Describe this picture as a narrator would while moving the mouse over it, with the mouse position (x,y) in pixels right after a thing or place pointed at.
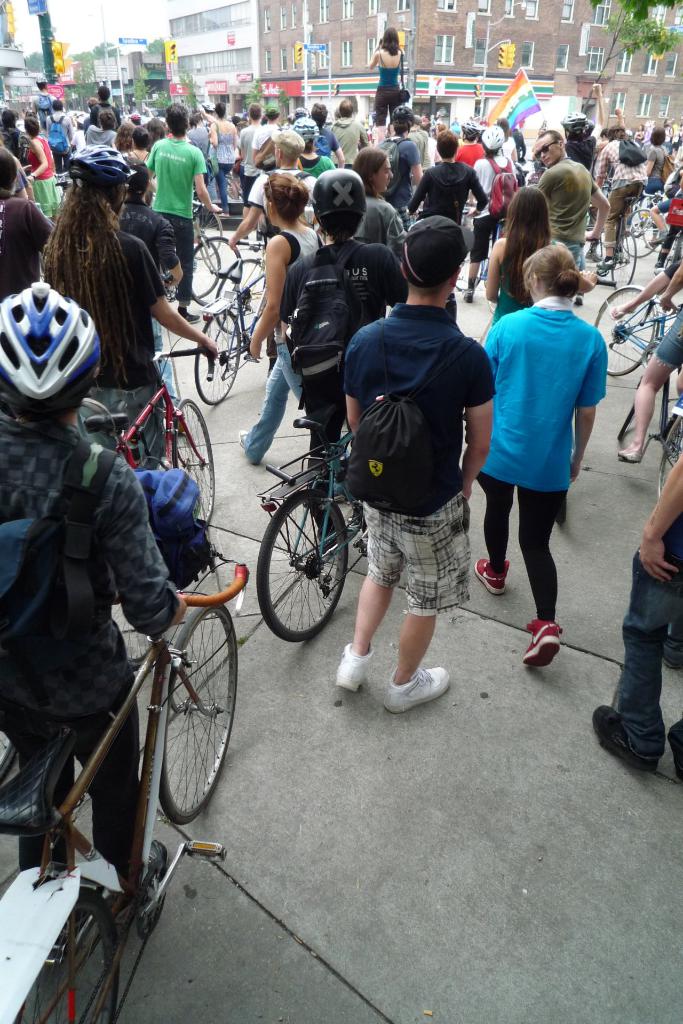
This is a picture taken in the outdoors. It is cloudy. There are group of people (188,185) holding their bicycles (209,464) on the road (353,757). In front of these people (266,202) there are building (327,83) and sky (89,22) and also to the center of a road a woman (393,67) is standing above the crowd (375,177).
